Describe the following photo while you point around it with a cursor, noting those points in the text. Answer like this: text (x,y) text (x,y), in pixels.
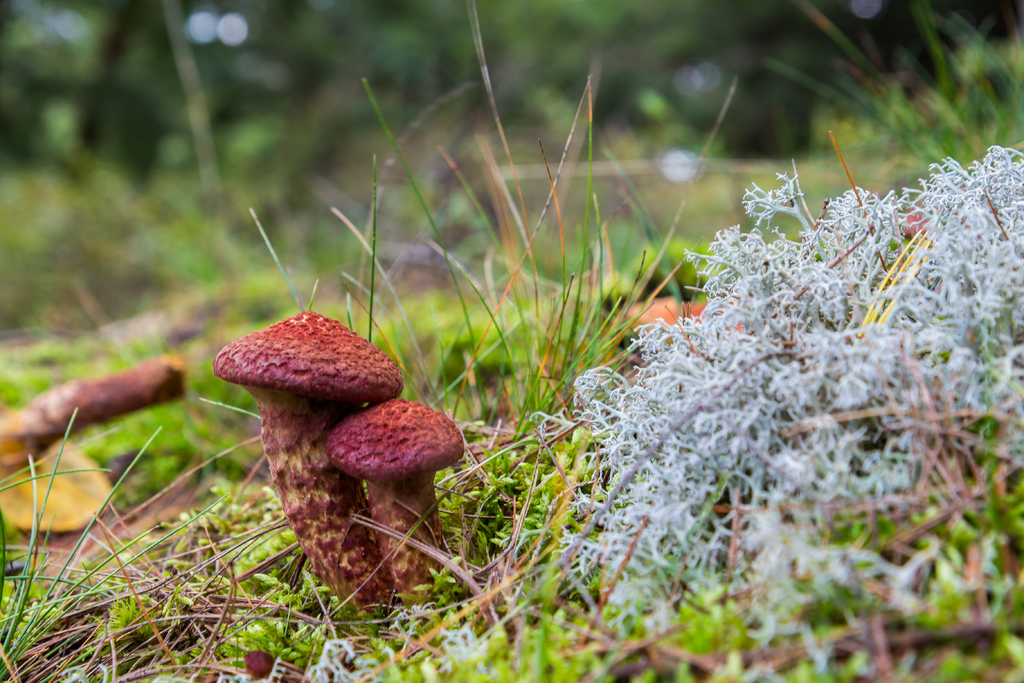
In the picture we can see a path (509,554) with full of grass (998,560) with some lichen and mushrooms (238,368) which are dark pink in color and in the background (280,139) also we can see some trees (279,118).
